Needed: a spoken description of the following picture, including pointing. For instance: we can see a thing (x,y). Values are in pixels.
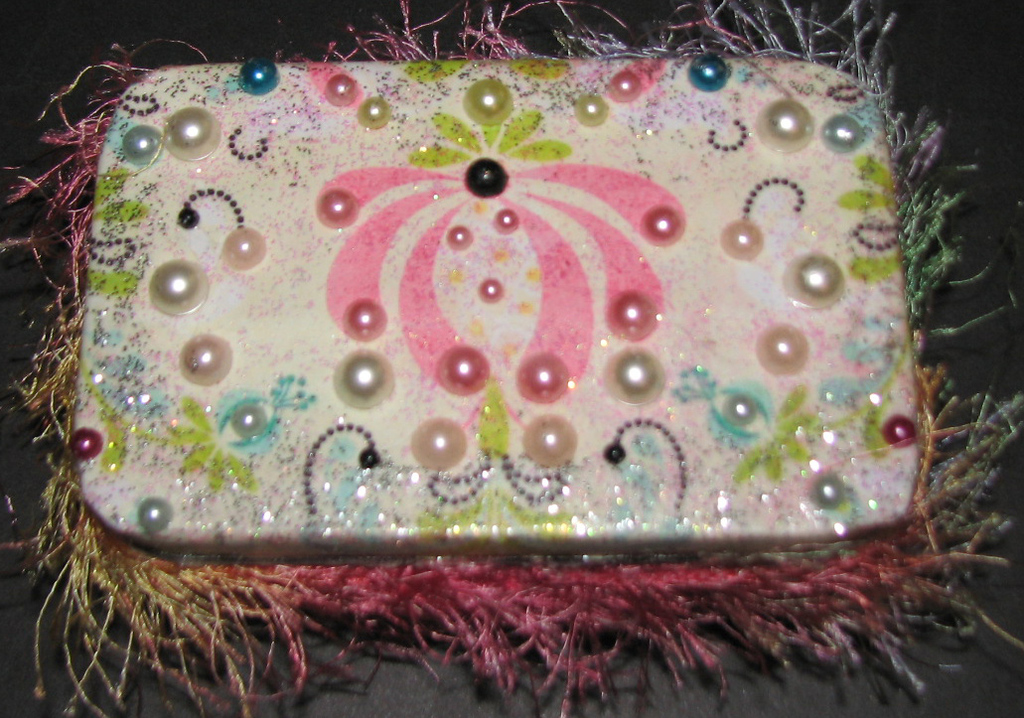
In this image I can see the colorful object (549,313) and few colorful pearls (795,288). Background (1010,80) is in black color.
